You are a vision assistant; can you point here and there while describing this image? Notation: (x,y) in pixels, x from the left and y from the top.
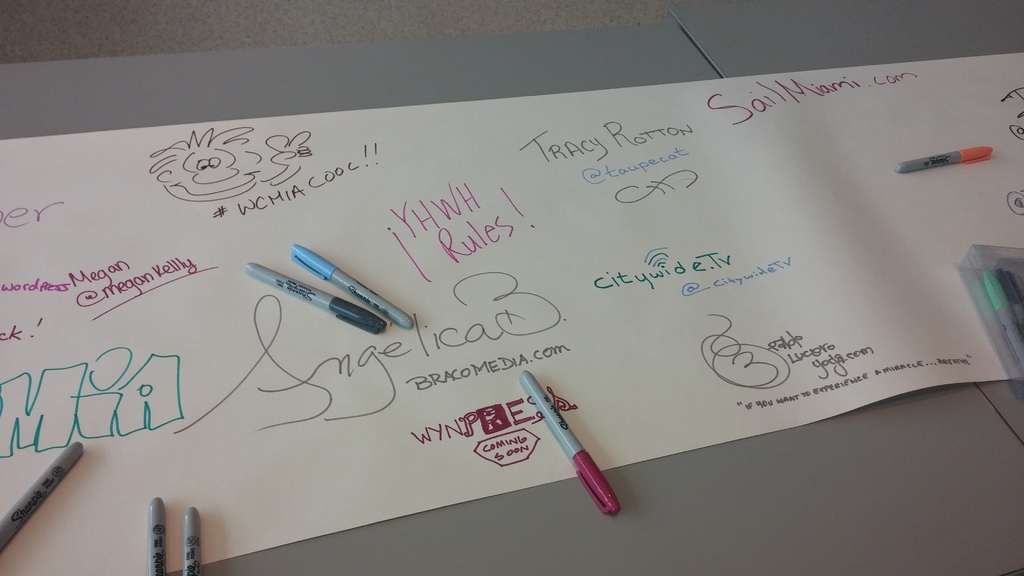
In this I can see there are markers (573,445) and drawings (618,276) on this paper (617,304).
